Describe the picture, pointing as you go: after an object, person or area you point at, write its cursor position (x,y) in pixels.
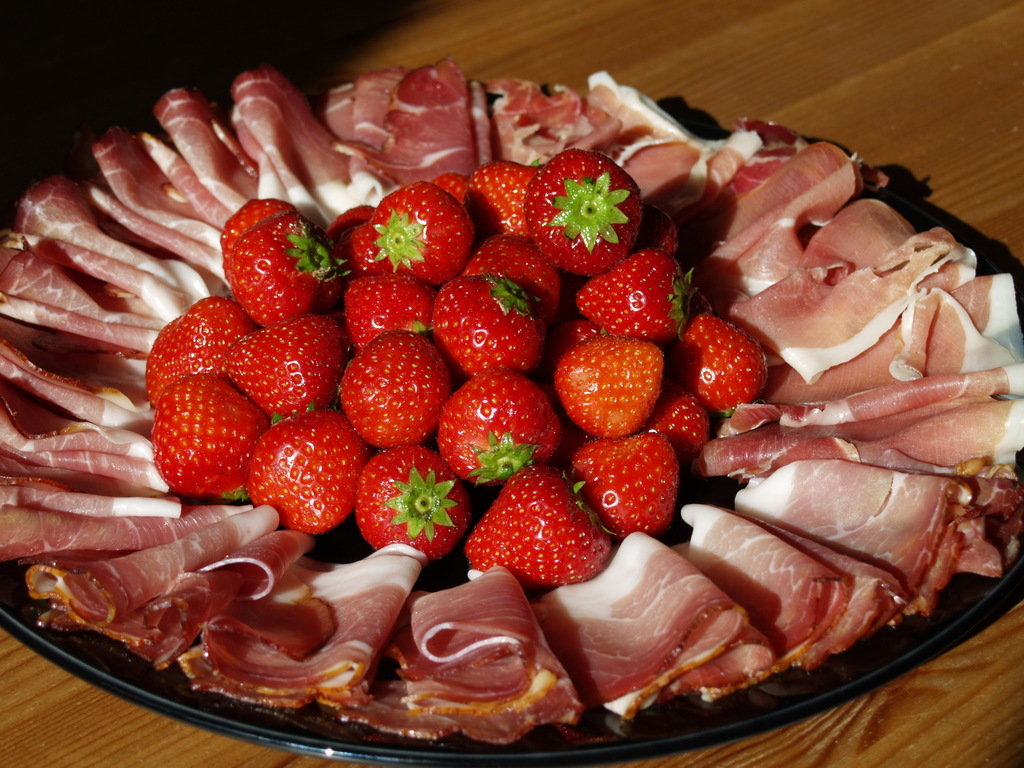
In this image, we can see some strawberries (578,423) and meat (820,282) on the plate (323,730).
